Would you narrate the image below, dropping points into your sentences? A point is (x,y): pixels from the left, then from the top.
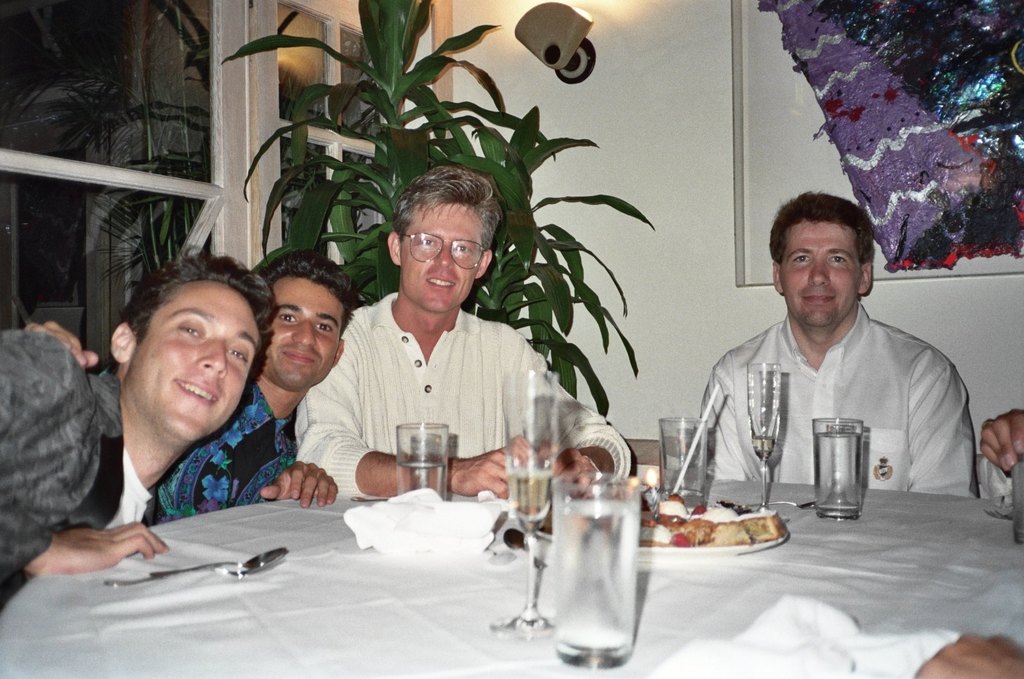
In the image we can see there are men (136,392) who are sitting on chair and on table (357,556) there are glasses (832,447) and in plate (710,517) there are food items (687,516) and cloth (429,519) and at the back (805,102) on the wall (604,47) there is photo frame (917,74) and there is a plant (496,250) behind the person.
